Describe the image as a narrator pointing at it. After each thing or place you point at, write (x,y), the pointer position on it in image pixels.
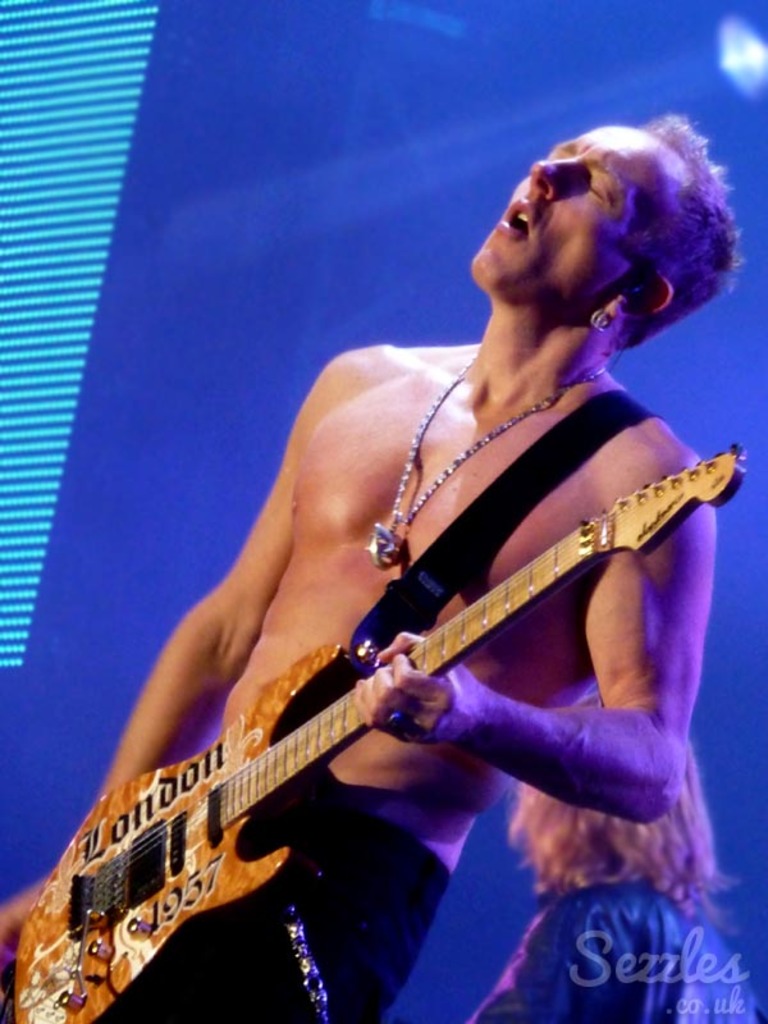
In this image, I can see the man (425,729) standing and holding the guitar (236,812). At the bottom of the image (589,895), I can see another person (605,964). The background (97,660) looks bluish in color. At the bottom right side of the image (697,948), I can see the watermark (648,972).
